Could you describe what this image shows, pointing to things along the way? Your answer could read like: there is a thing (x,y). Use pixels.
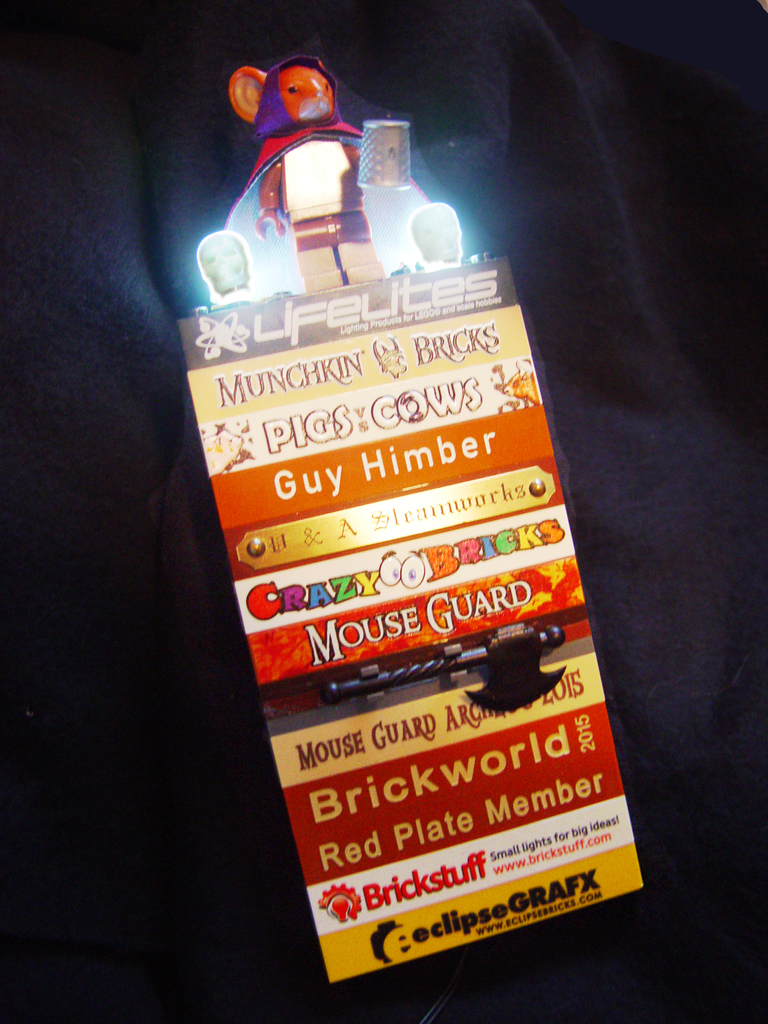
On this board (378,654) there is a weapon (472,654), lights (431,220) and toy (358,190), Background (440,25) it is in black color.
